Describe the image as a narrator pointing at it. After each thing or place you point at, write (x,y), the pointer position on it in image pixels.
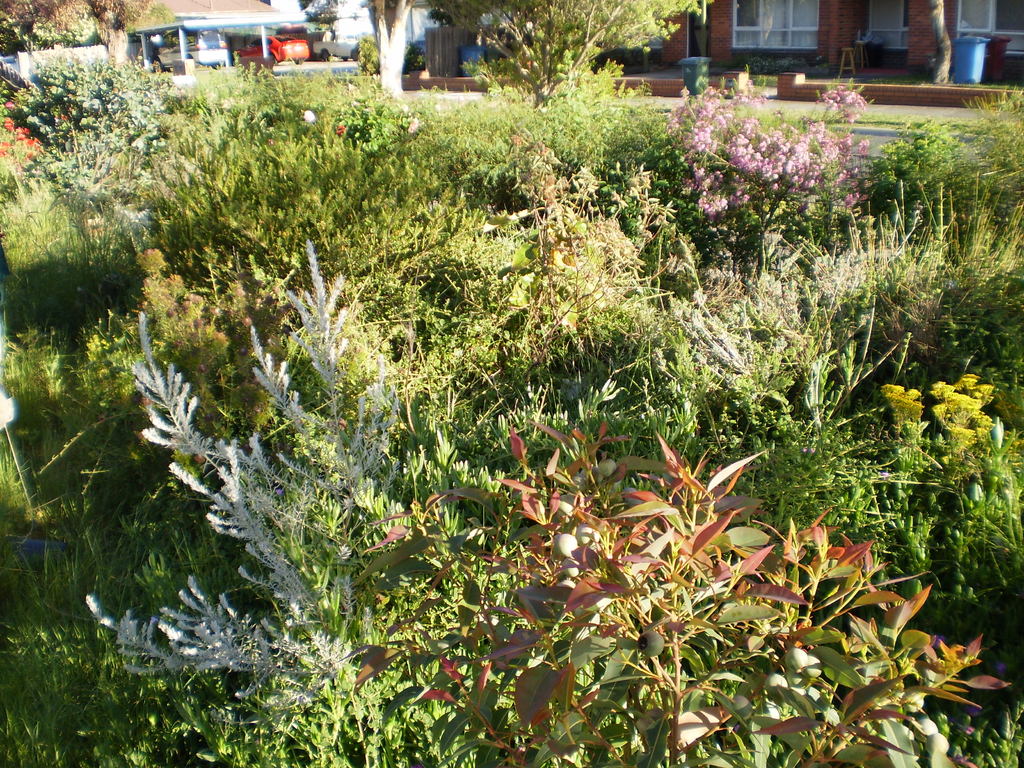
In this image we can see a group of plants (516,518) and some flowers (727,116). On the top of the image (164,49) we can see the trash bins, the bark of the trees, vehicles (213,42) on the ground (755,112), a roof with some poles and a building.
